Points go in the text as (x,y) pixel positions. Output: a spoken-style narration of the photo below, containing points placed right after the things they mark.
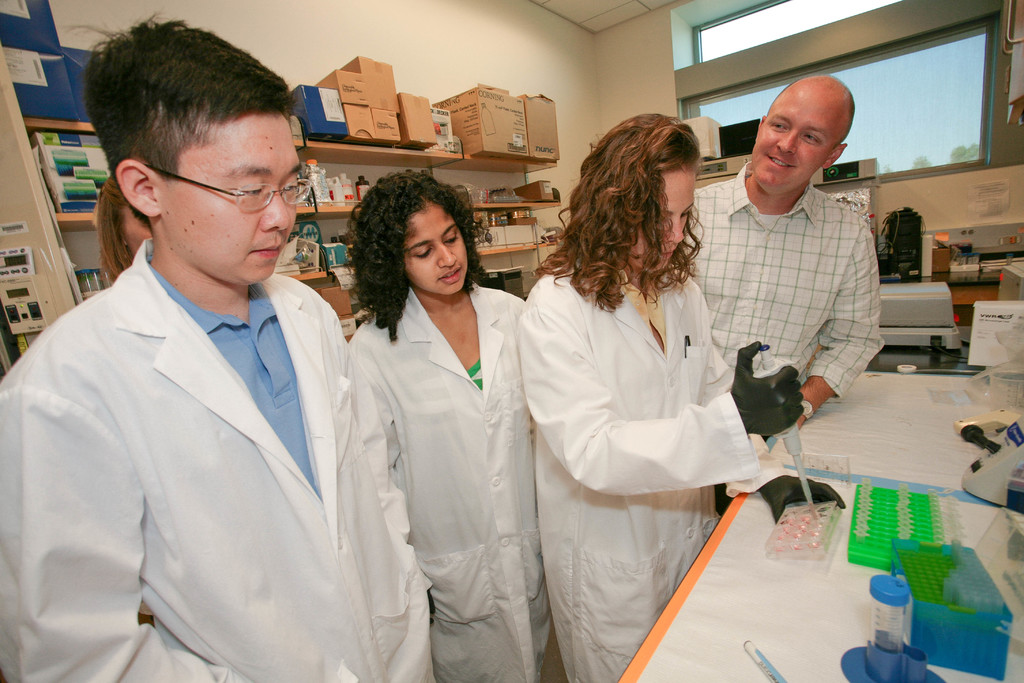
This picture describes about group of people (501,344), they are standing, in front of them we can find a box (950,621) and some other things (978,392) on the table (890,404), behind to them we can see few boxes (510,139) and medicines (338,197) in the racks (373,156).
